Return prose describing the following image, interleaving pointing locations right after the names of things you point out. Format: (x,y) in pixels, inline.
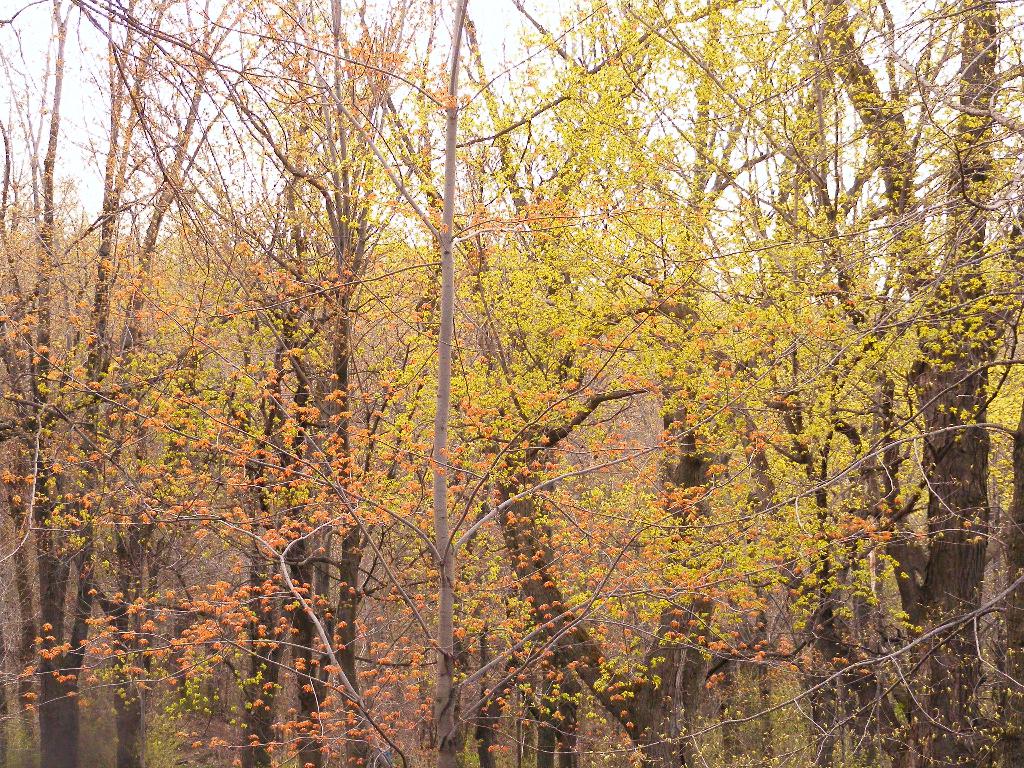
In this image I can see yellow color trees (740,295) and the sky (410,55) visible.
